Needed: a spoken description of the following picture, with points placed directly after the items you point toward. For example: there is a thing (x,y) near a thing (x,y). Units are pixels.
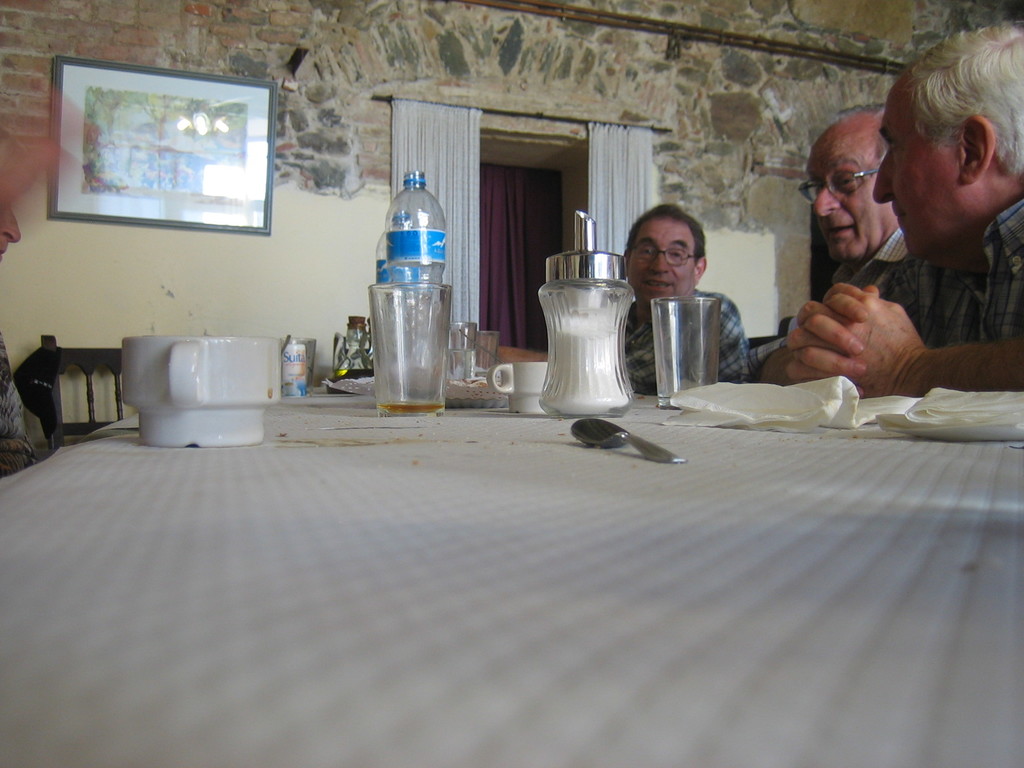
In this picture we can see cups (522,388), bottles (408,242), glasses (415,395), spoons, tissues (723,402) on the table (522,502), in front of the table (153,469) few people (734,318) are seated on the chairs (103,425), in the background (255,168) we can see wall painting (232,180) and couple of curtains (606,196).
